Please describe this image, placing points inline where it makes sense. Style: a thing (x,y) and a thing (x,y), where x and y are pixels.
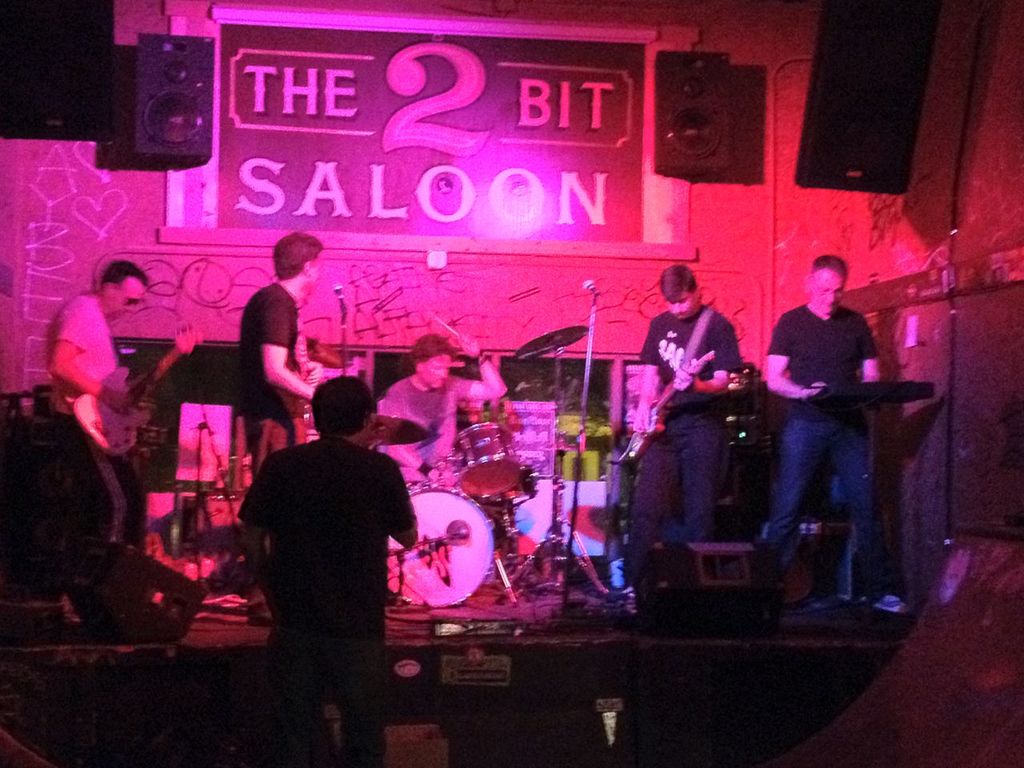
In the image we can see there are many people (388,480) standing, they are wearing clothes (786,517) and shoes (884,607). These are the musical instruments (489,558), microphone (596,286), stand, drumsticks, sound box (185,125) and a poster (387,94).
